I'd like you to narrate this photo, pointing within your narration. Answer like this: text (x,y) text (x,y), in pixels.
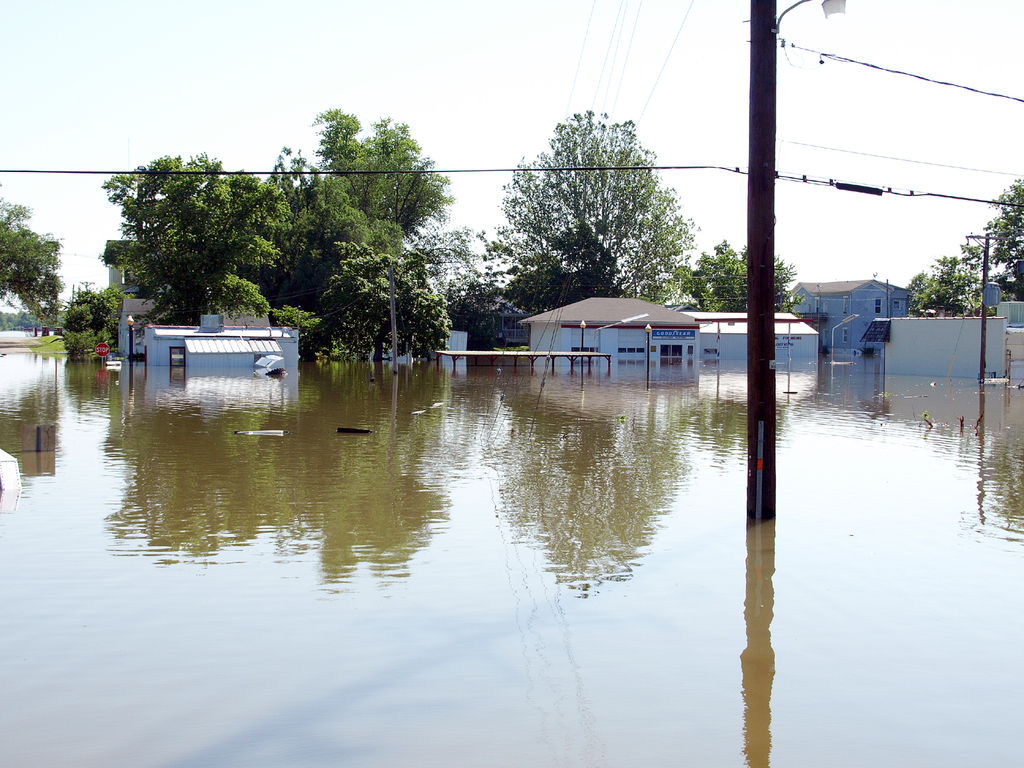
In this image I can see the water (567,575) and few electric poles (761,239). In the background (904,301) I can see few buildings (897,289) in white color, trees (470,291) in green color and the sky (351,61) is in white color.
